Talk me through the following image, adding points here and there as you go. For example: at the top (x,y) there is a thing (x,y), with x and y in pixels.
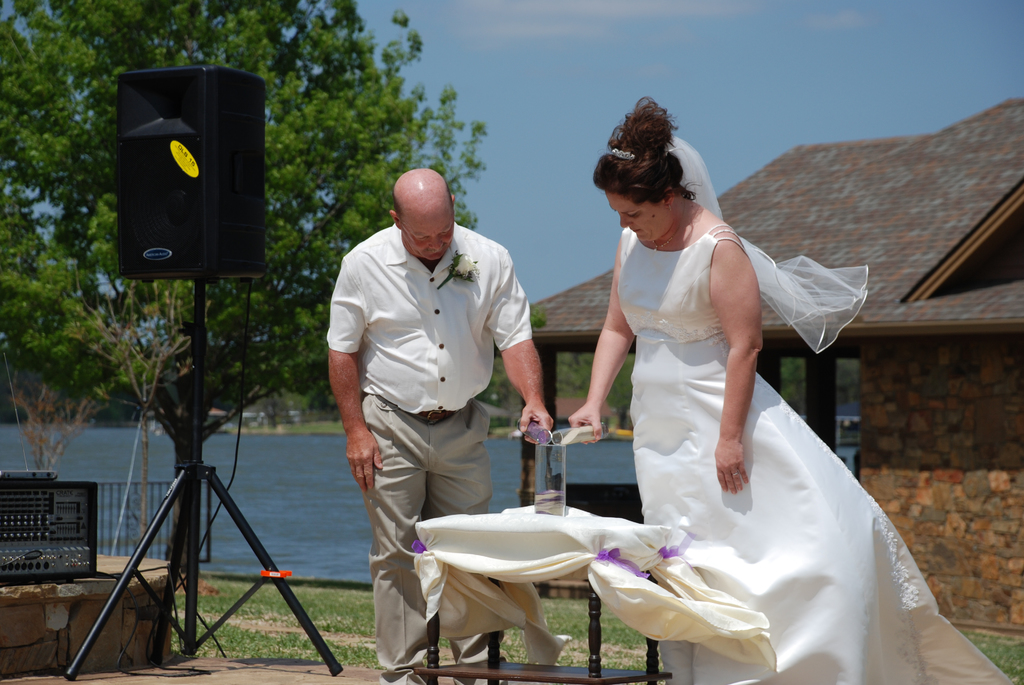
In this image I can see a woman (690,373) and a man (349,310) is standing. In the background (178,438) I can see a speaker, a tree (308,240) and a house (764,313). I can see both of them are holding glass (526,436).
